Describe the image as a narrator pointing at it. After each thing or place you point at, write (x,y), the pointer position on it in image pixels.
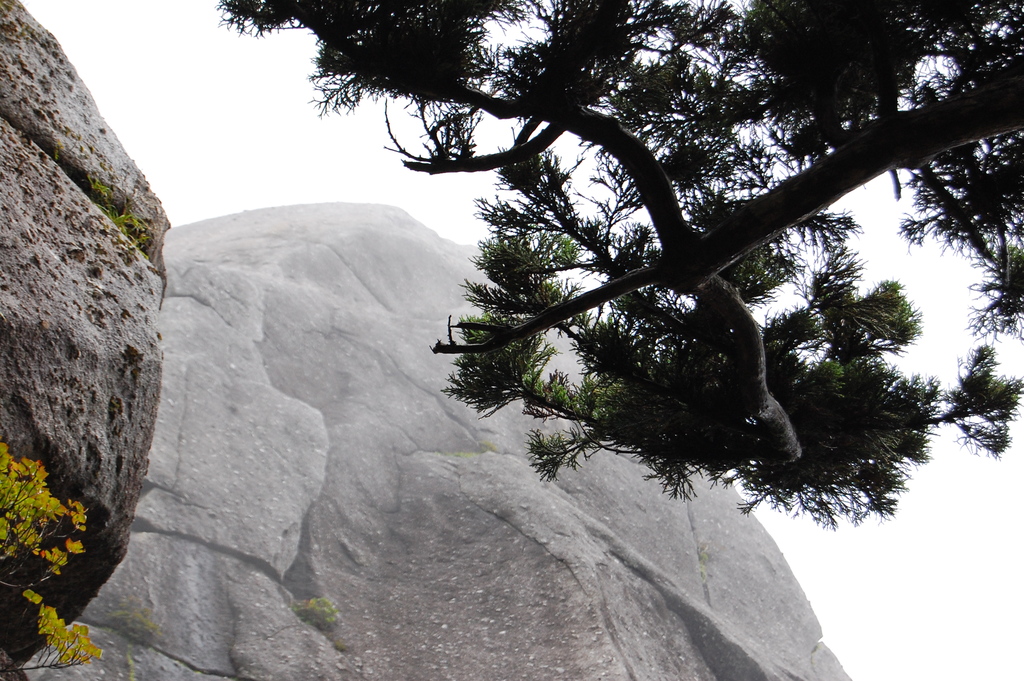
In the image there is a tree (752,261) in the front (833,319) and behind it there are hills (421,425) and above its sky (193,128).
